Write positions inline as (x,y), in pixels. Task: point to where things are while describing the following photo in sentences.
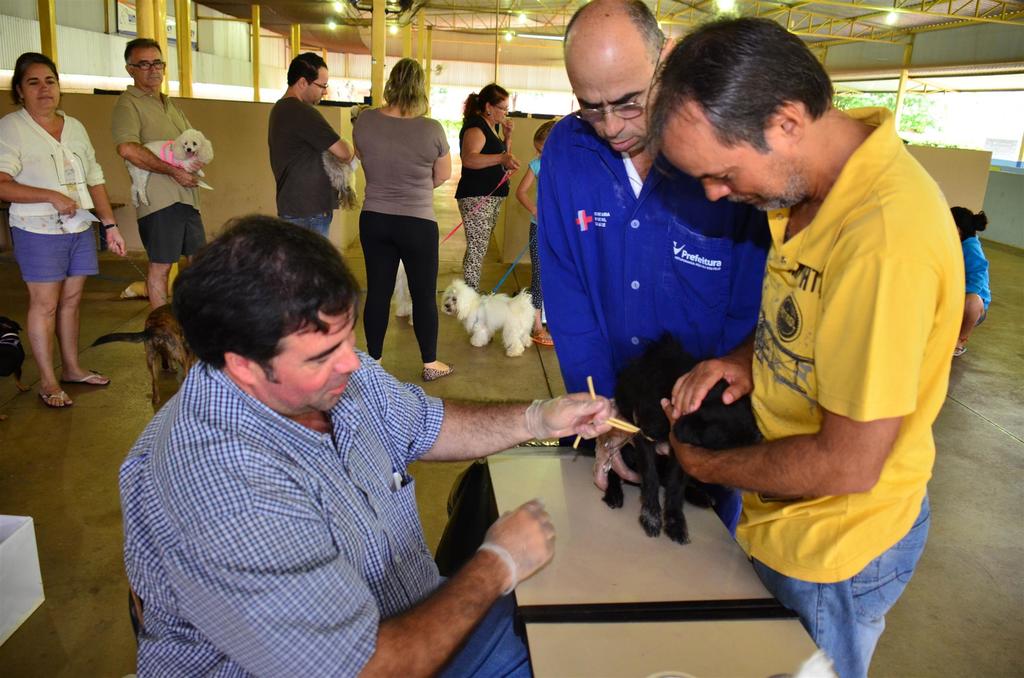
In the center of the image (483,409) we can see one person (400,533) is sitting and two persons (692,217) are standing around the table (715,555). Among them, one person (583,431) is holding some object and two persons (755,515) are holding one dog (706,491). In the background (249,192) there is a wall (1006,37), roof (281,11), banner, poles (163,3), one white color object (10,557), lights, few people (405,238) are standing, few people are holding dogs (489,314) and a few other objects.
